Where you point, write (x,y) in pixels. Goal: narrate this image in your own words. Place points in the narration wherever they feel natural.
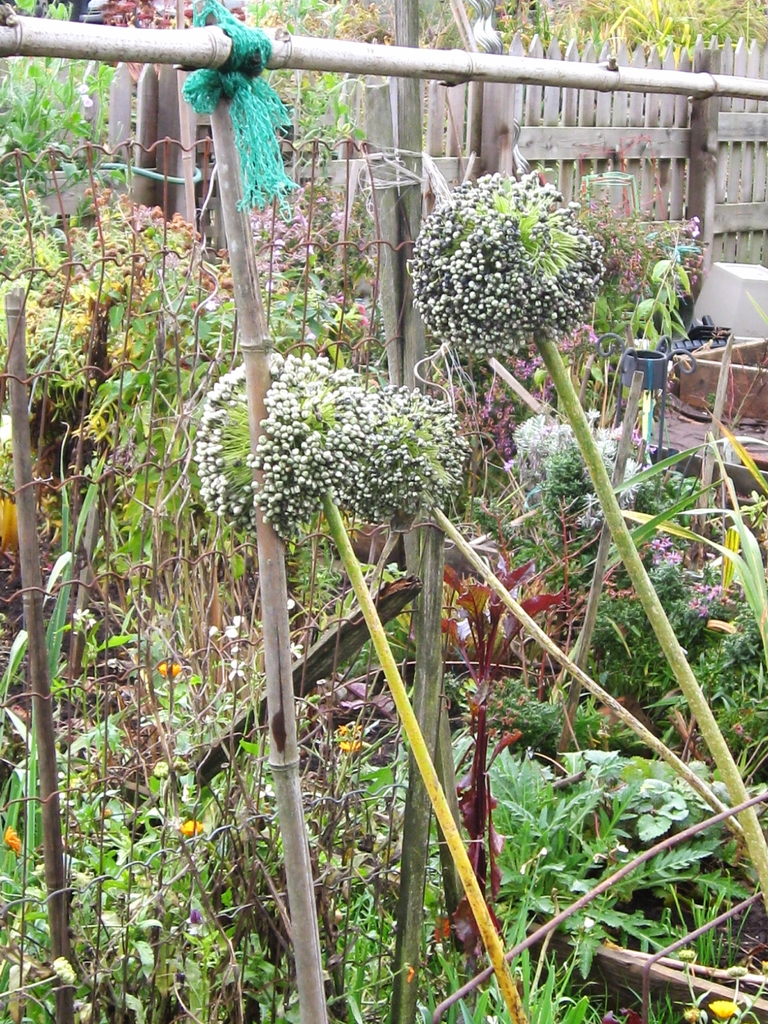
In this image there are plants (41,345) and flowers (538,333). In the background (540,136) there is a wooden fence (501,154) and behind the fence (551,139) there are plants (521,28).
